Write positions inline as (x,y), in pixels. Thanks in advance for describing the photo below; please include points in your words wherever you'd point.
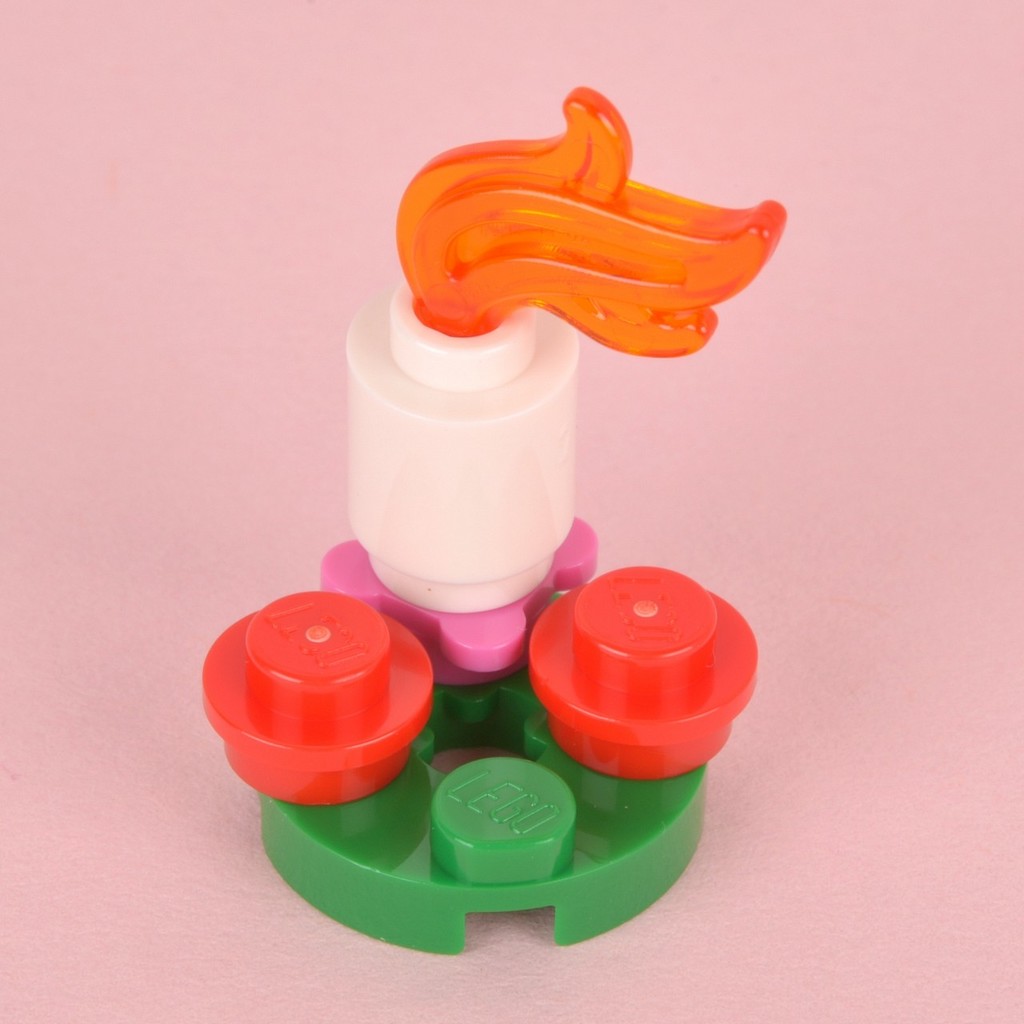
In this image we can see a toy (524,785) which is placed on the surface (175,942).
